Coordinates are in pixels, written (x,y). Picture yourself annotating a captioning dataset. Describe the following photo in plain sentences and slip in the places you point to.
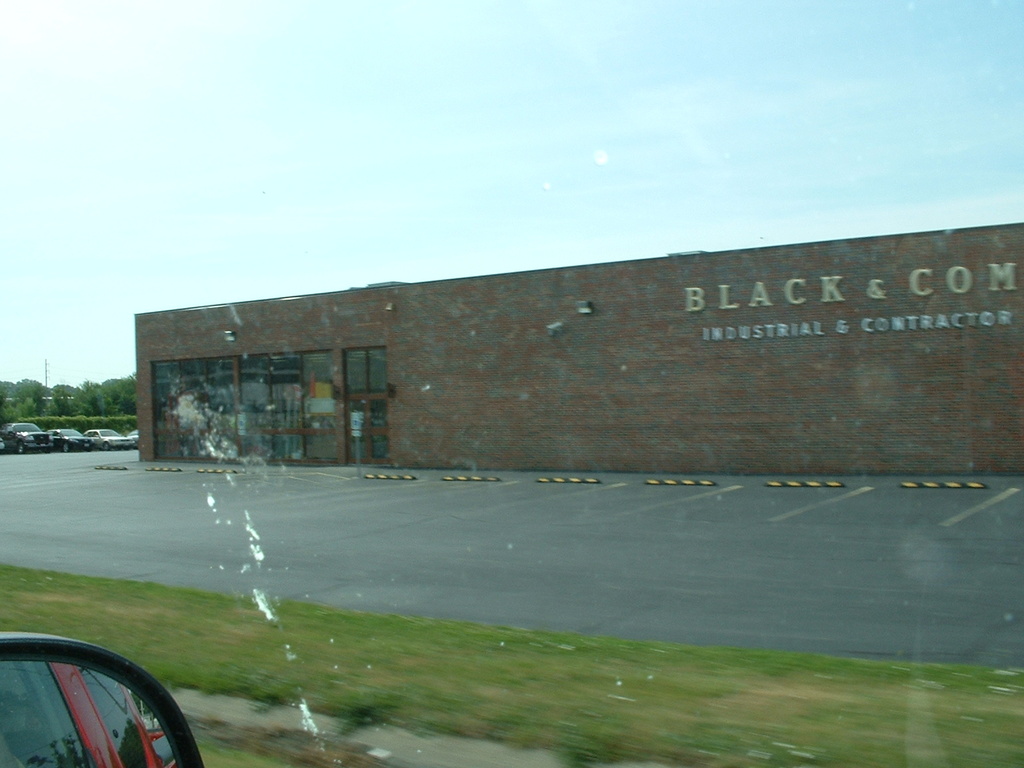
In this image there is a wall (442,350) in the middle (527,392). At the top (446,84) there is the sky (394,111). At the bottom (163,708) there is a mirror (71,705) of the car (65,690). On the left side (72,433) there are cars (72,433) which are parked on the floor (56,451) one beside the other. Behind them there are trees (103,392). In front of the wall (690,424) there is a floor (364,561).
